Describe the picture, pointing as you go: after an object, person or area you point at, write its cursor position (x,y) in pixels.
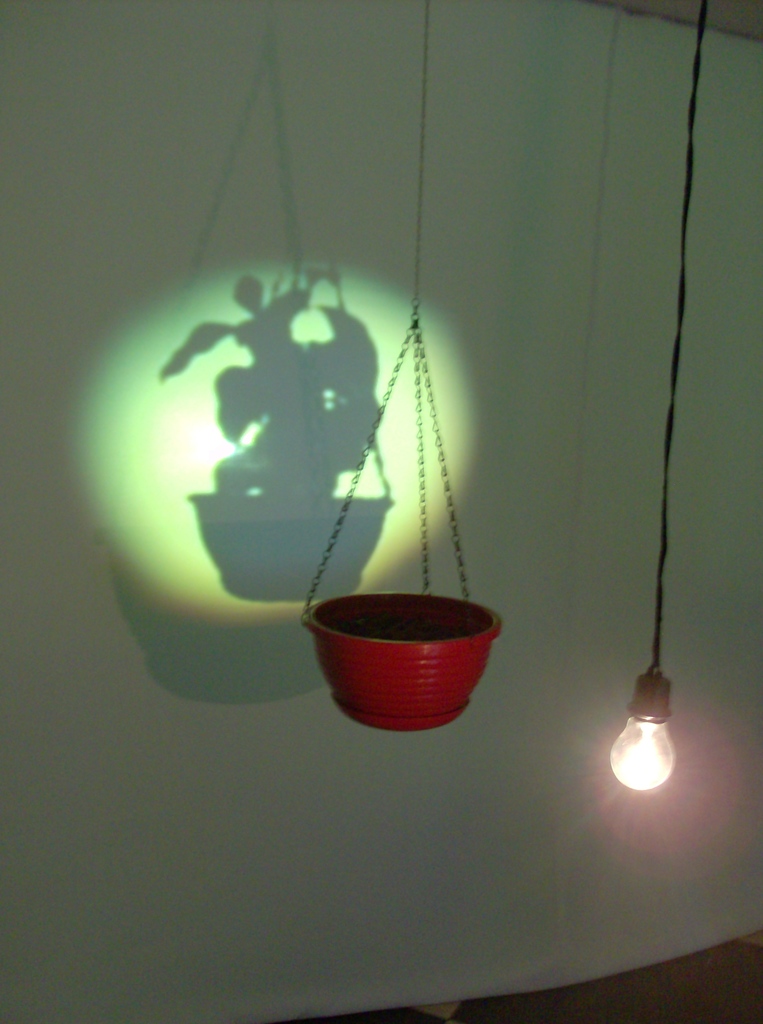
In this image, we can see a pot (379,608) and a light (648,681) are hanging and in the background (220,388), we can see a shadow (266,369) of a flower pot (243,406) on a white cloth (429,893).
